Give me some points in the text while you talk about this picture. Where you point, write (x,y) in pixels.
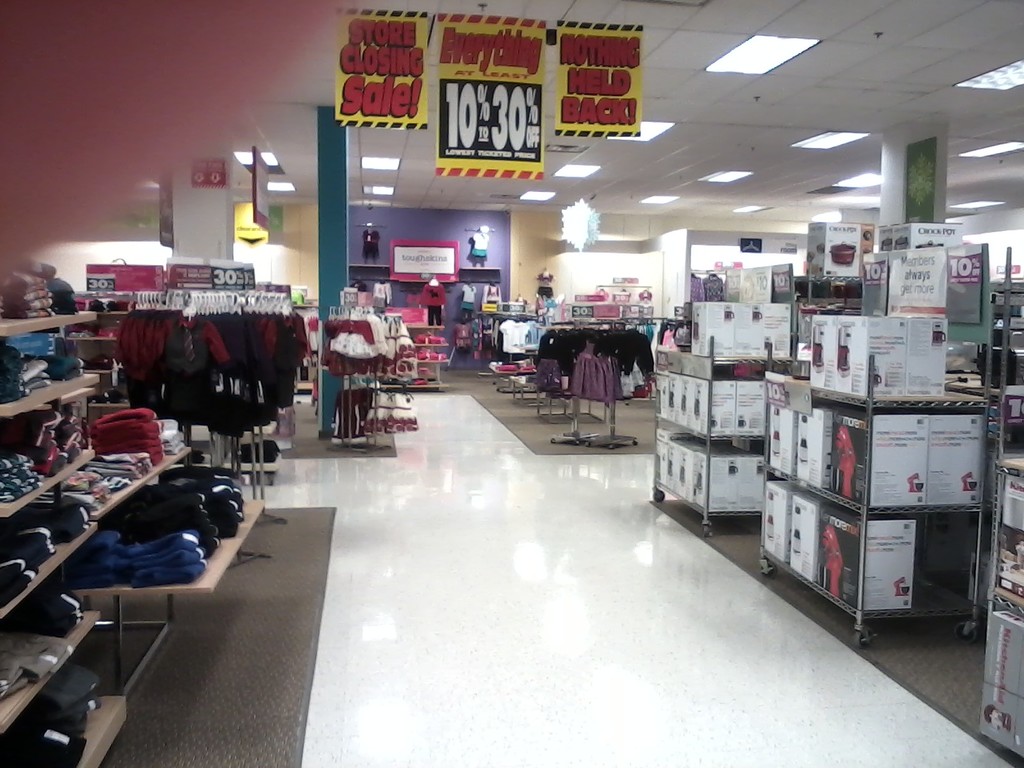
This is the inside view of a shop (707,639) where we can see clothes (92,460) are arranged in racks (88,618) and hanged to the stand (378,331). Right side of the image (836,379), white color boxes (900,453) are arranged in racks (865,557). At the top of the image (699,120), poster (602,72) and roof (717,156) is there. At the bottom of the image (549,585) white color floor (557,658) is present with light brown carpet (266,645).
